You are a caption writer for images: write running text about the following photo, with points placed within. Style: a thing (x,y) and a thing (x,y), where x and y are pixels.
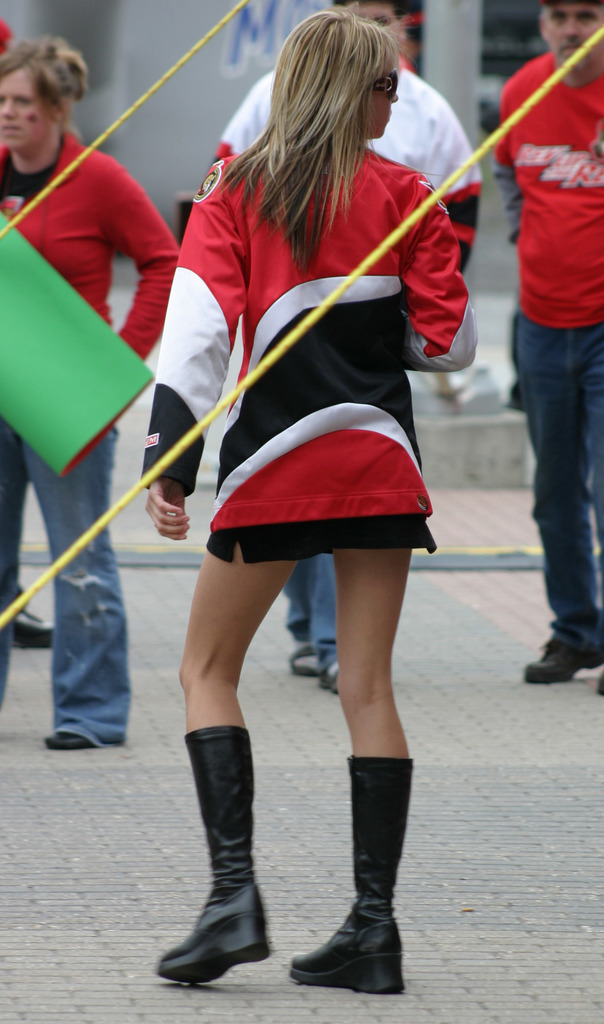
In this image we can see a group of people (120,630) standing on the ground (341,891). We can also see a chart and the ropes (9,608). On the backside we can see a wall (145,155) with some text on it.
